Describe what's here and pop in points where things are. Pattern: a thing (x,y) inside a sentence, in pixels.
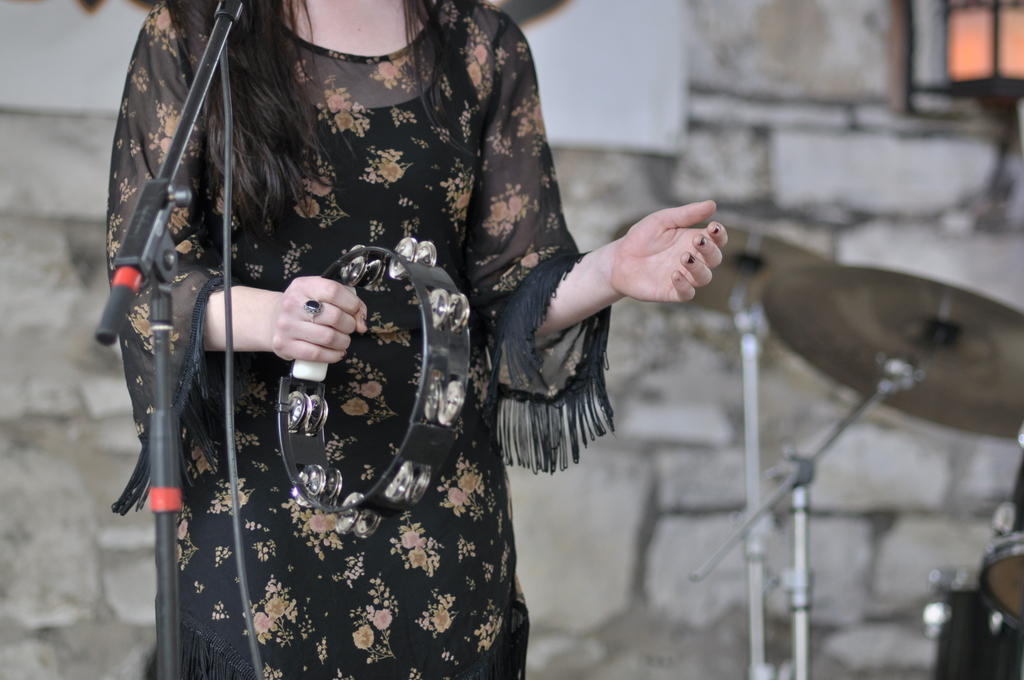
This woman (382,598) is holding a musical instrument (411,434). Here we can see mic stand (202,73), cable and musical instruments (891,323). Background (1,166) it is blurry and we can see a wall (66,318).
